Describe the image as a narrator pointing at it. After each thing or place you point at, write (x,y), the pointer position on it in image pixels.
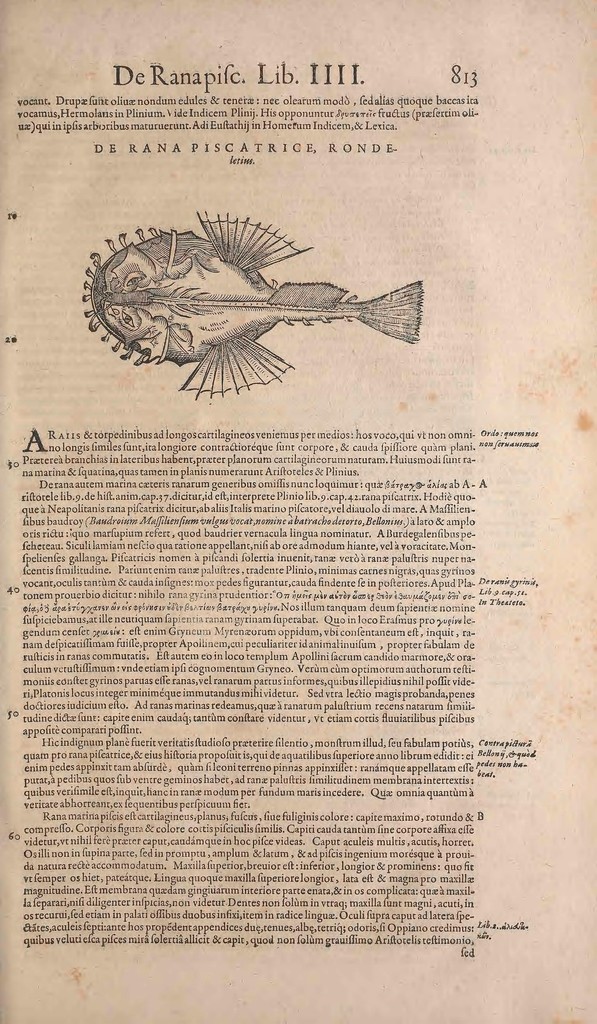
This is a picture of a paper (263,563), where there are numbers (7,465), paragraphs (224,646), page number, and a image of an animal (123,278) on the paper (80,496).
